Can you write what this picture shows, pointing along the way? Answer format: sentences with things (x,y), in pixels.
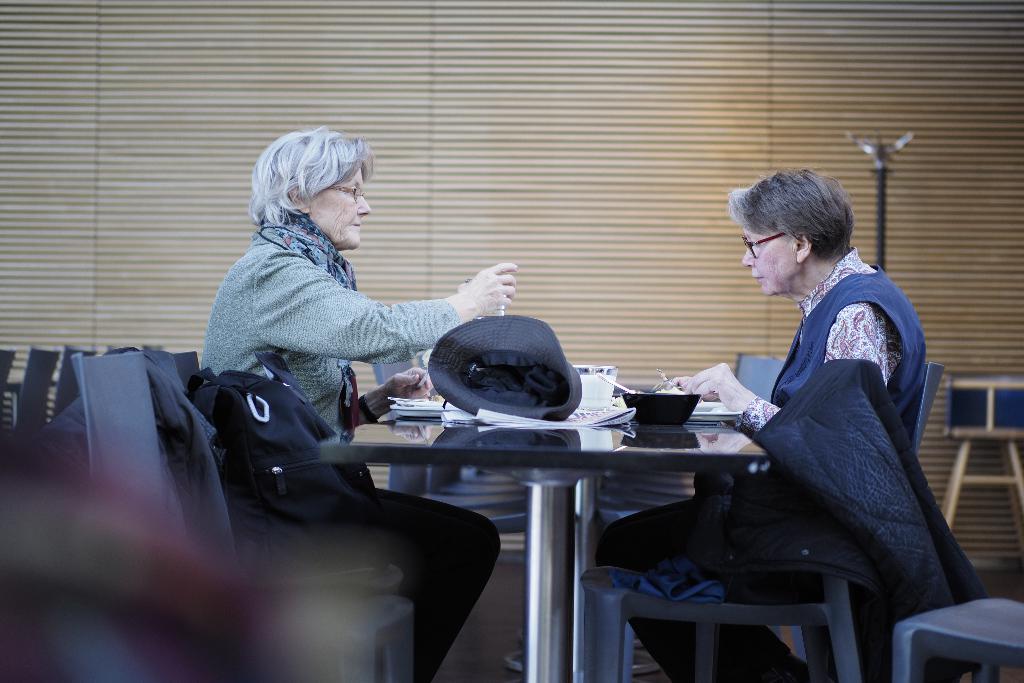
In this picture we can see two women (312,140) sitting around the table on two chairs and on the table (526,430) we have a cap (536,408), papers (572,415) and a bowl (645,414) and also we can see some bags (264,498) in the picture.
